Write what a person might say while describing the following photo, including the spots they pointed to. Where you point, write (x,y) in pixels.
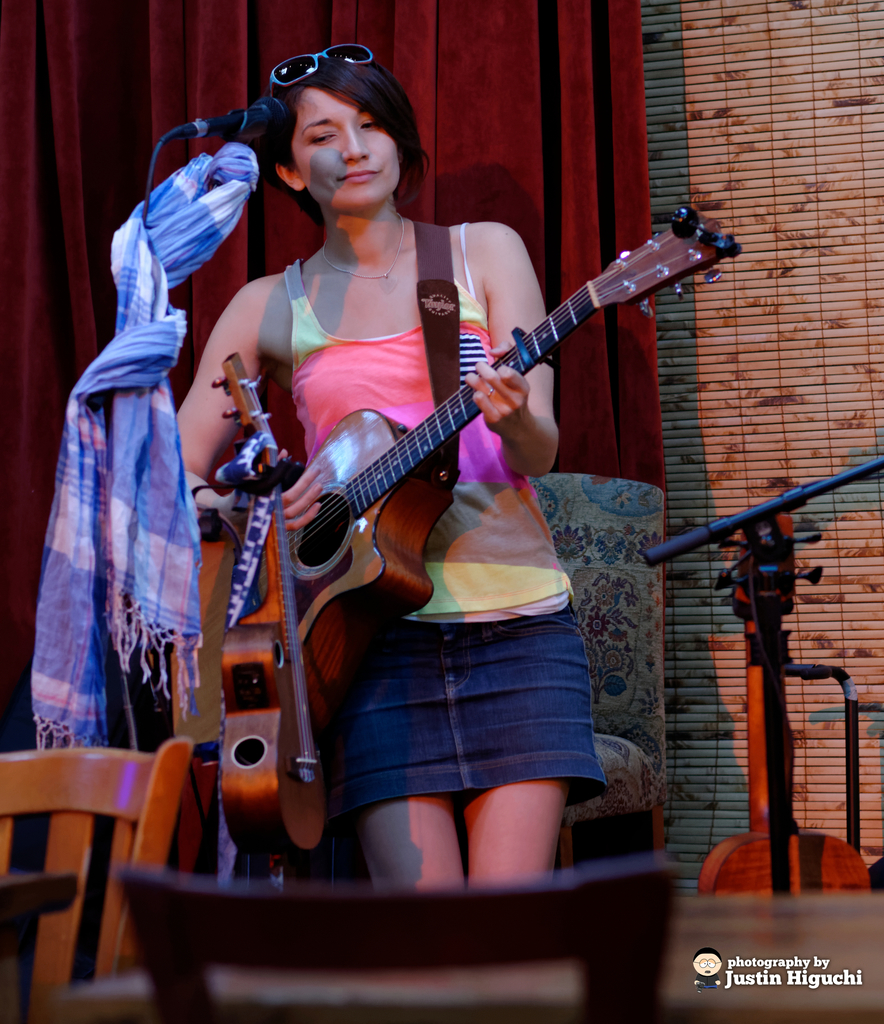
This woman (317,187) is playing a guitar (358,566). In-front of this woman (350,217) there is a mic (266,119). This is a red curtain (466,71). We can able to see chair (649,595) and musical instrument (750,664).
